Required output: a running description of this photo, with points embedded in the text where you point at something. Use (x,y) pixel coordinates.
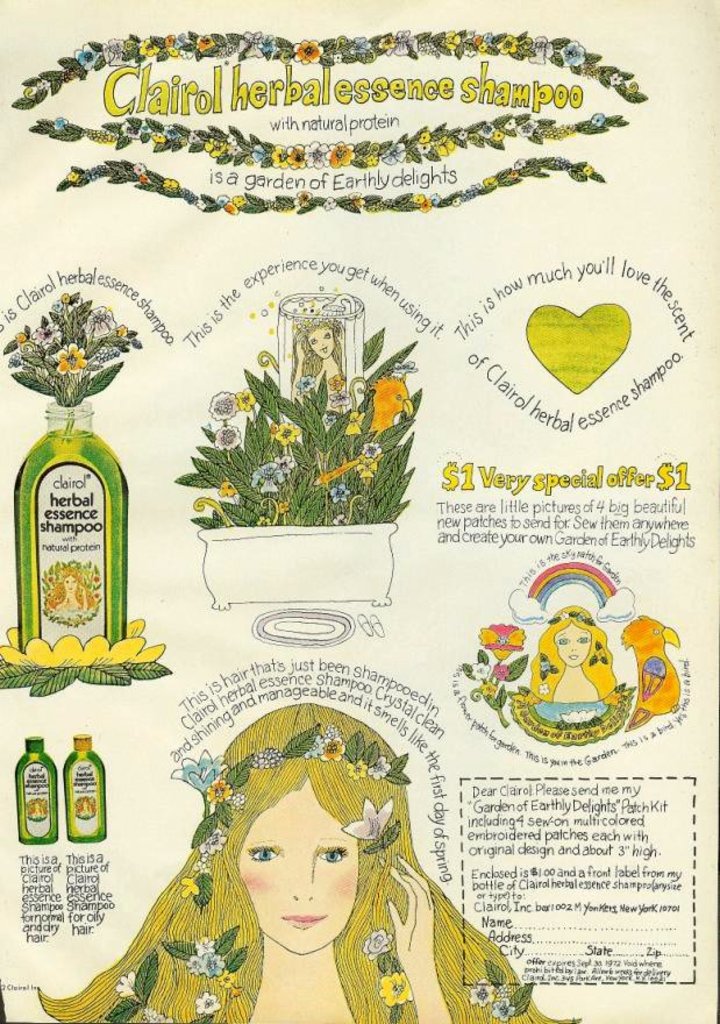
In this picture we can see poster (376,898), in this poster (307,876) we can see women (258,746), bottles (69,475), plants (398,426), flowers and some information (592,838).
